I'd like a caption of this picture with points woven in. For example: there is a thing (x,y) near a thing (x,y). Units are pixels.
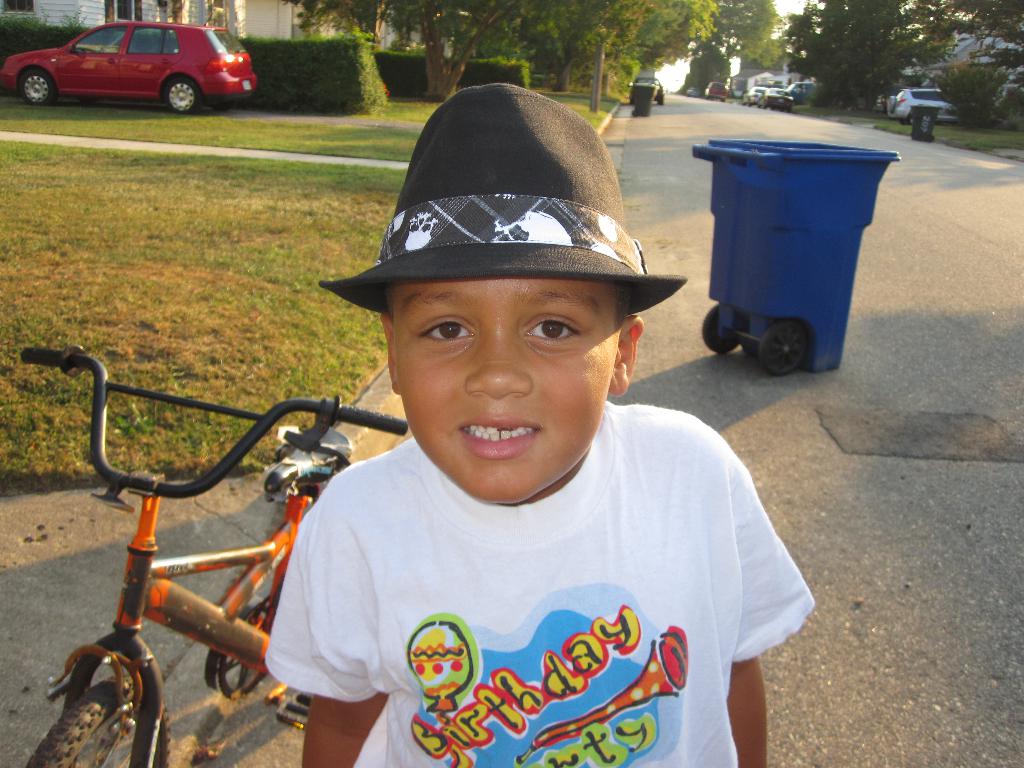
In this image in the foreground (798,605) we can see one child (365,274) wearing black hat (379,309) and on the right side (745,251) there is a dustbin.
